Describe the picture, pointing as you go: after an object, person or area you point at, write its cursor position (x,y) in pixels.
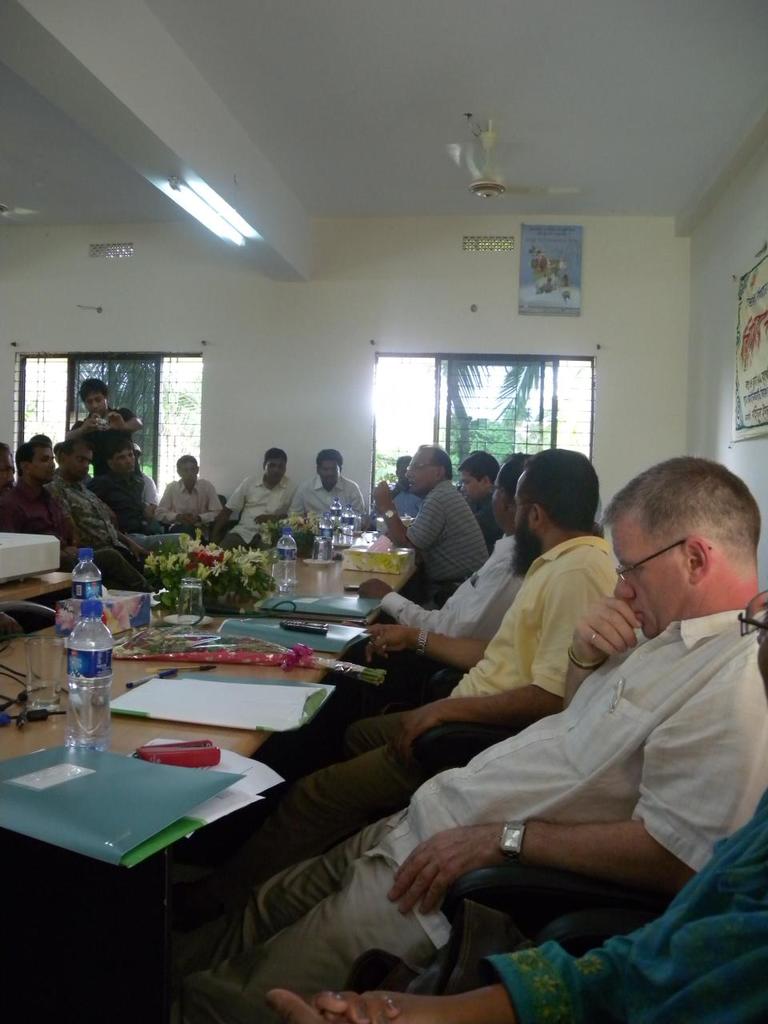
In this picture there are people (583,463) sitting and have a table (89,627) in front of them which has some water bottles (290,557) and files (106,759).
